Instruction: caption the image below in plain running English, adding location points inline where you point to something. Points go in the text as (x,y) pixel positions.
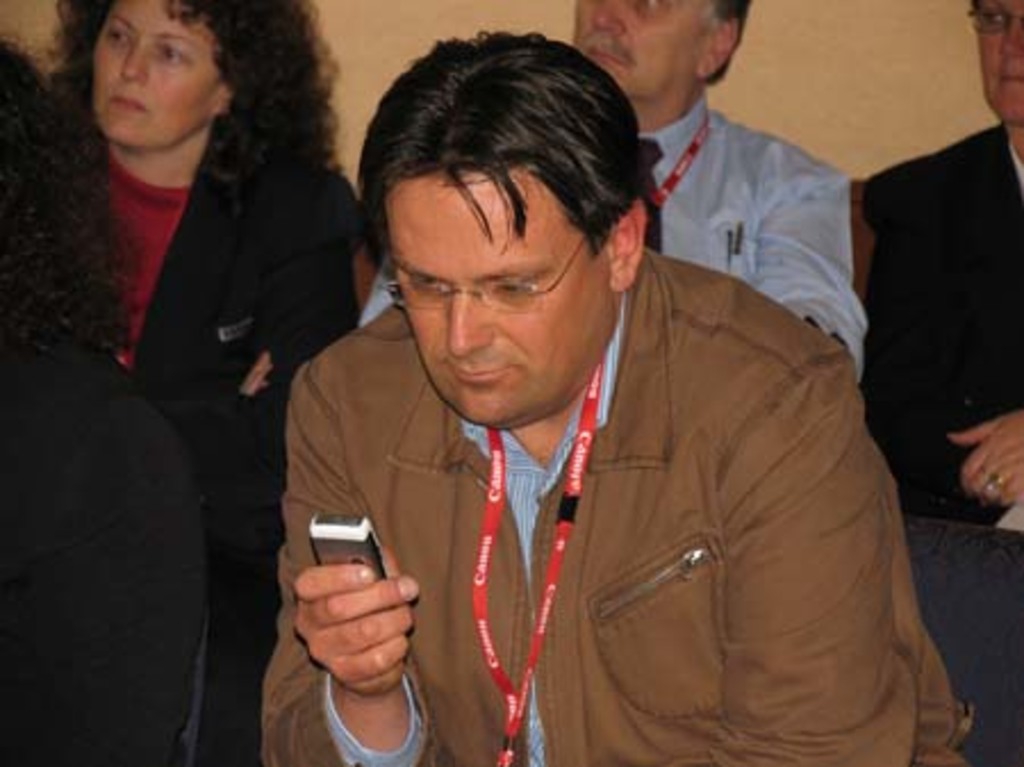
In the foreground of the picture (594,340) there is a person (674,699) holding mobile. On the left (19,563) there is a person (121,631) sitting in chair (223,645). In the background (238,113) there are people (690,77) sitting.
